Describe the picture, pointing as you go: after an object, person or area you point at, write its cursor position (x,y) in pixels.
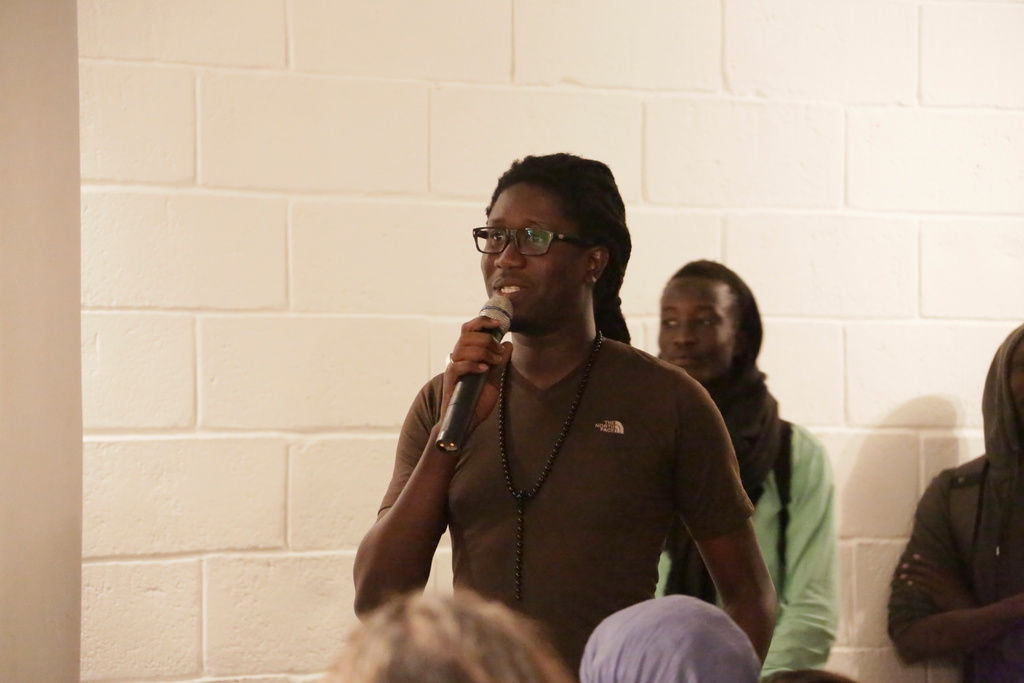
In this picture we can see a person (478,522) holding a mic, wearing a spectacles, here we can see people (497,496) and we can see a wall (322,453) in the background (227,270).
